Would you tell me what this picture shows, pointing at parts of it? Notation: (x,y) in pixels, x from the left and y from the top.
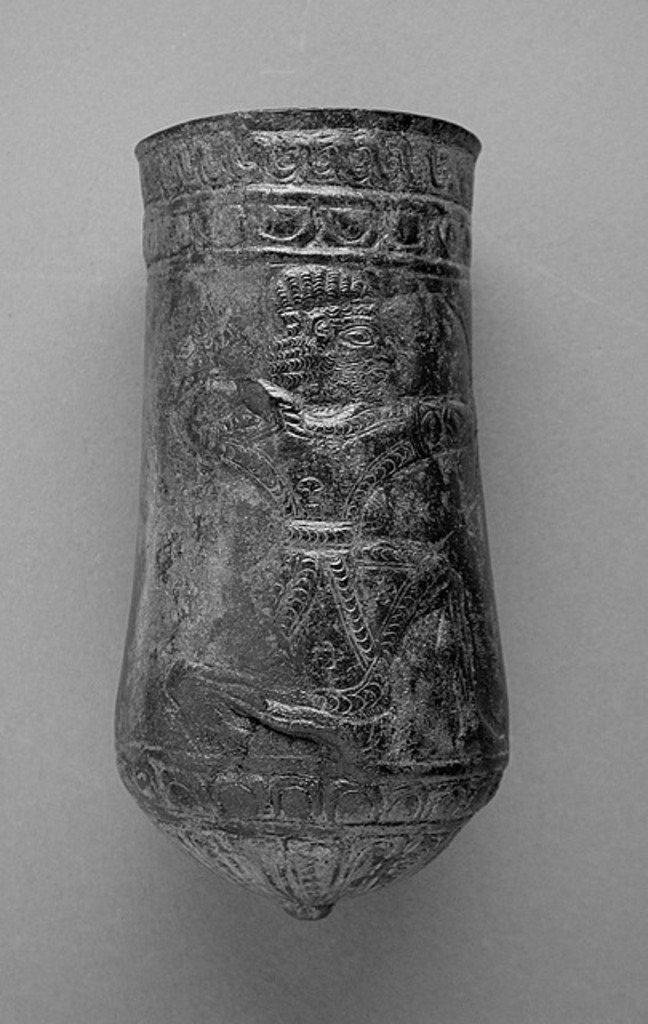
In this image, we can see an object (170,505) on the surface (54,406).
